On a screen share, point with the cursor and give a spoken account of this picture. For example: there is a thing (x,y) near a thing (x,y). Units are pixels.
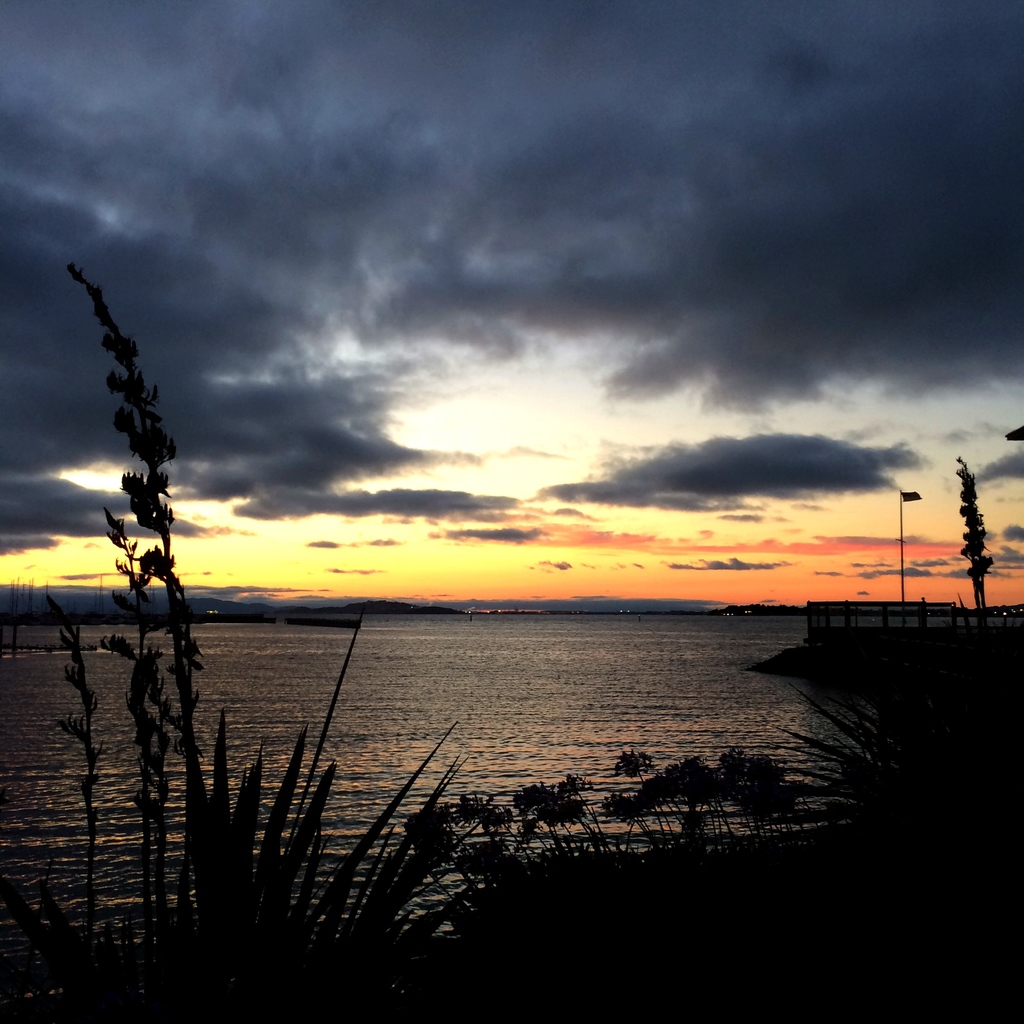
In this image at the bottom (477,760) there is a river (450,740) and in the foreground (169,736) there are some plants (661,779), and in the background (978,552) there is one pole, tree (980,566) and fence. At the top (495,158) there is sky (639,164).
